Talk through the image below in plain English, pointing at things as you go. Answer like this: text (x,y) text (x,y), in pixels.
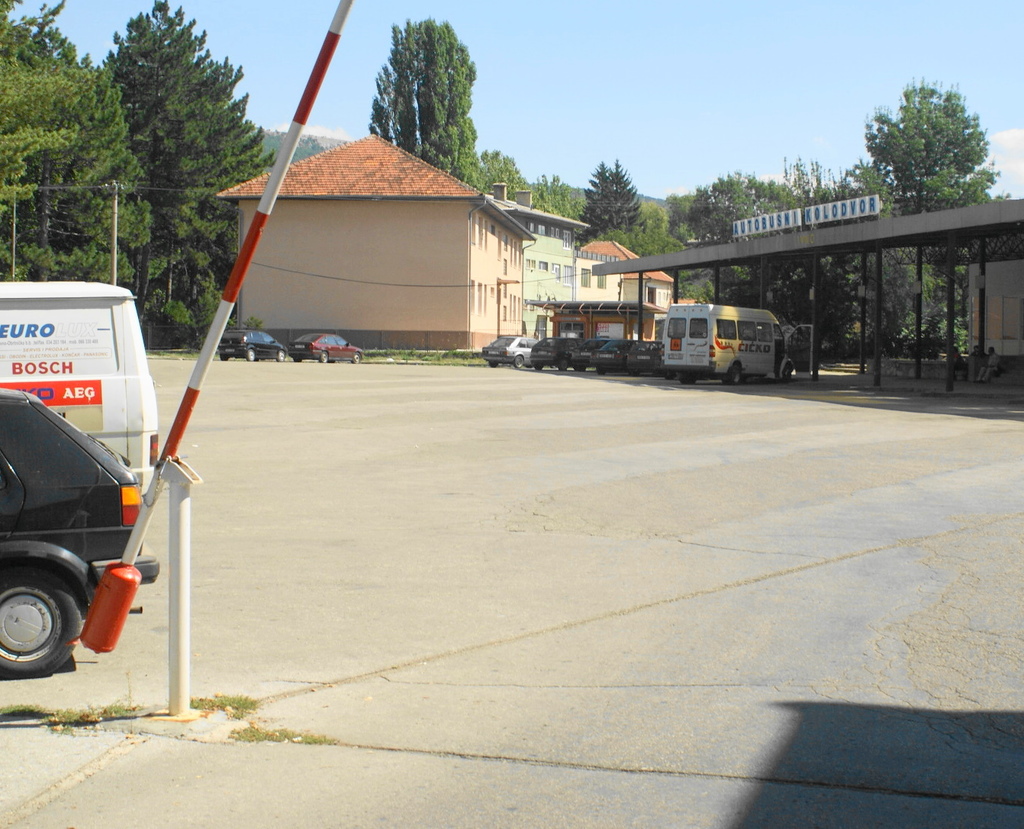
There are two vehicles (84,430) in the left corner (101,445) and there are few buildings (413,249), vehicles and trees (638,249) in the background (624,228).
